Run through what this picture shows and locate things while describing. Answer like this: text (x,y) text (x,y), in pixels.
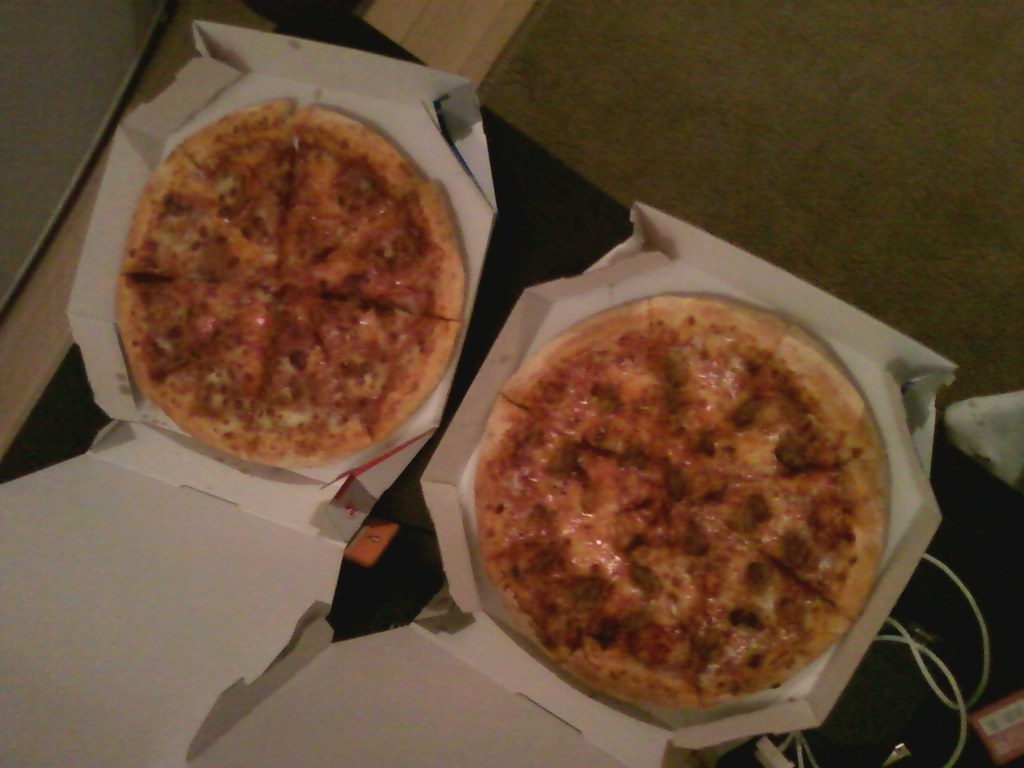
In the image we can see there are pizzas (360,334) kept in boxes (540,718) and the boxes (357,480) are kept on the table (589,214).
